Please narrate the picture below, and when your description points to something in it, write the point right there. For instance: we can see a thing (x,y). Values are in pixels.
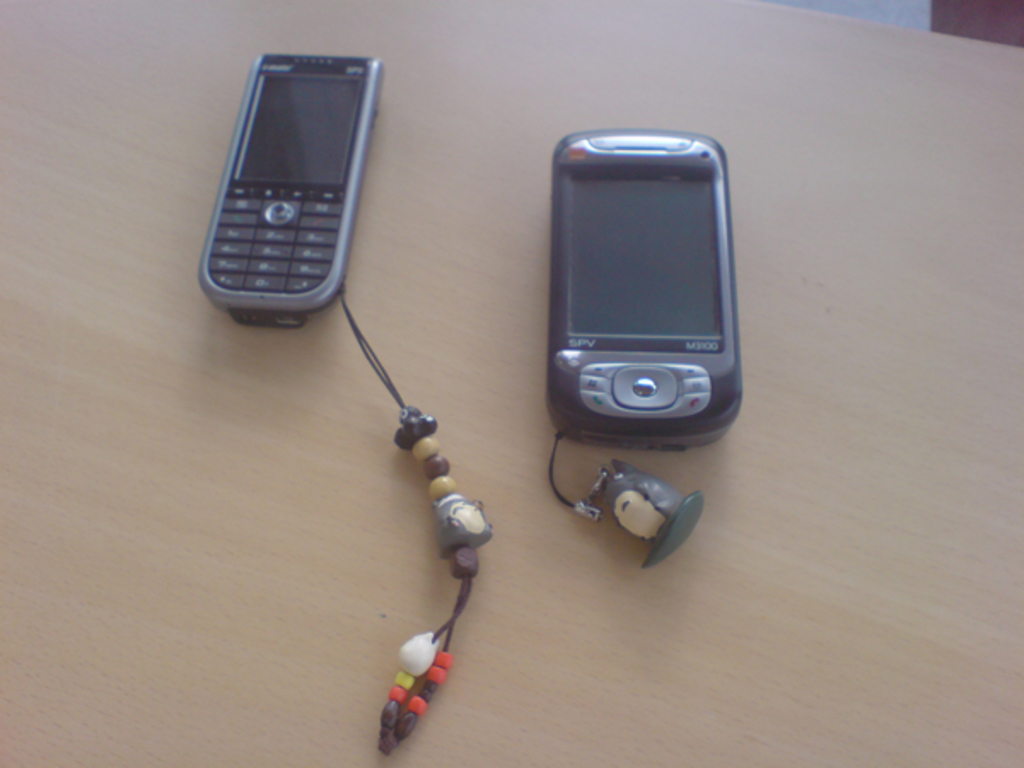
In this image, we can see a cream color table (923,534), on that table (923,569) there are two mobile phones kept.
